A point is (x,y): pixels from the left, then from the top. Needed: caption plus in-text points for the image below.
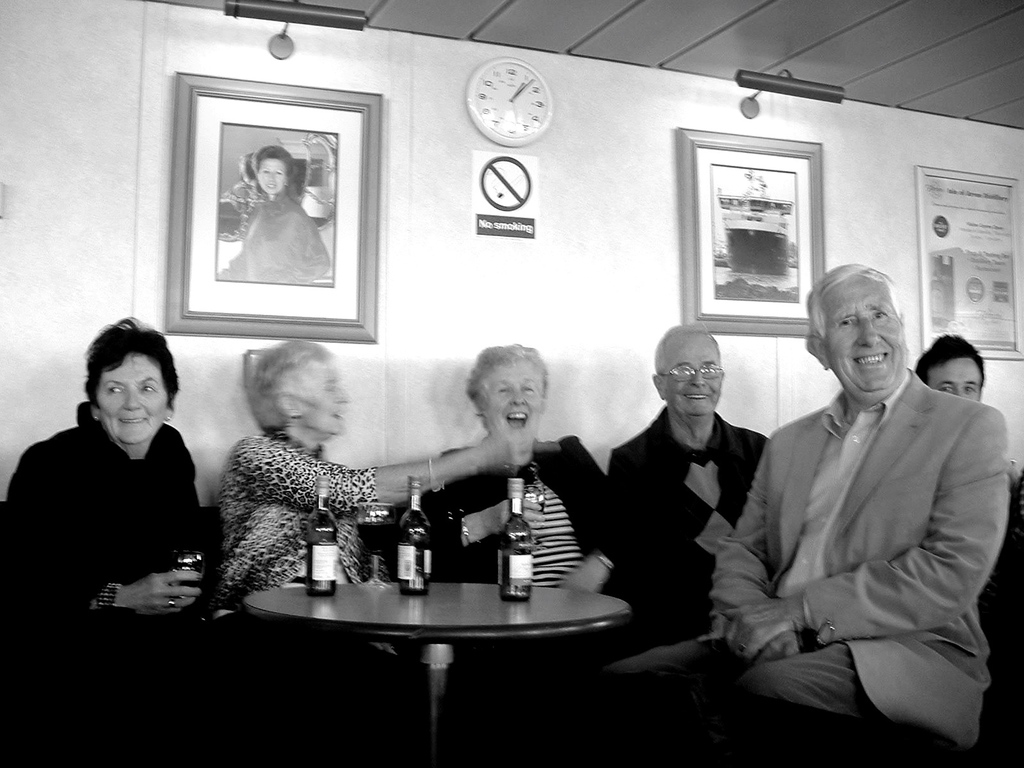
A black and white picture. Different type of pictures (277,226) and clock (527,94) on wall (588,257). These persons (617,471) are sitting on chair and smiling. On this table (471,592) there are three bottles (400,555).
